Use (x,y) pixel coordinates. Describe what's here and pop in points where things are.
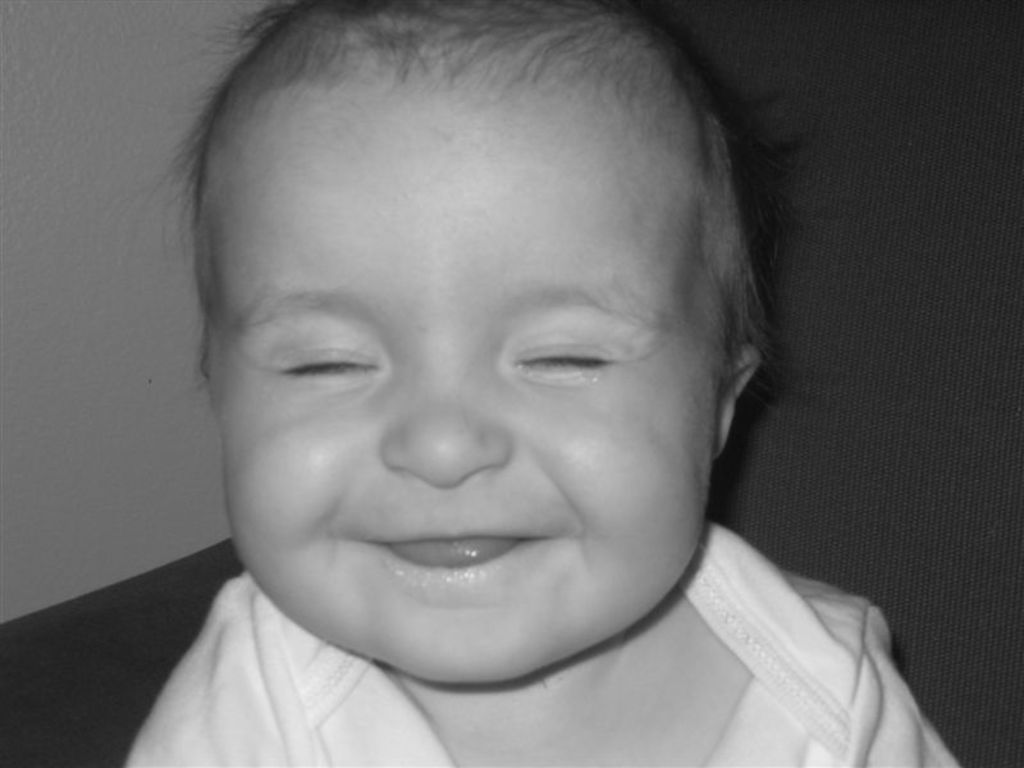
This is a black and white image and here we can see a kid (380,590) on the couch (825,442) and in the background (67,249), there is a wall (70,272).
